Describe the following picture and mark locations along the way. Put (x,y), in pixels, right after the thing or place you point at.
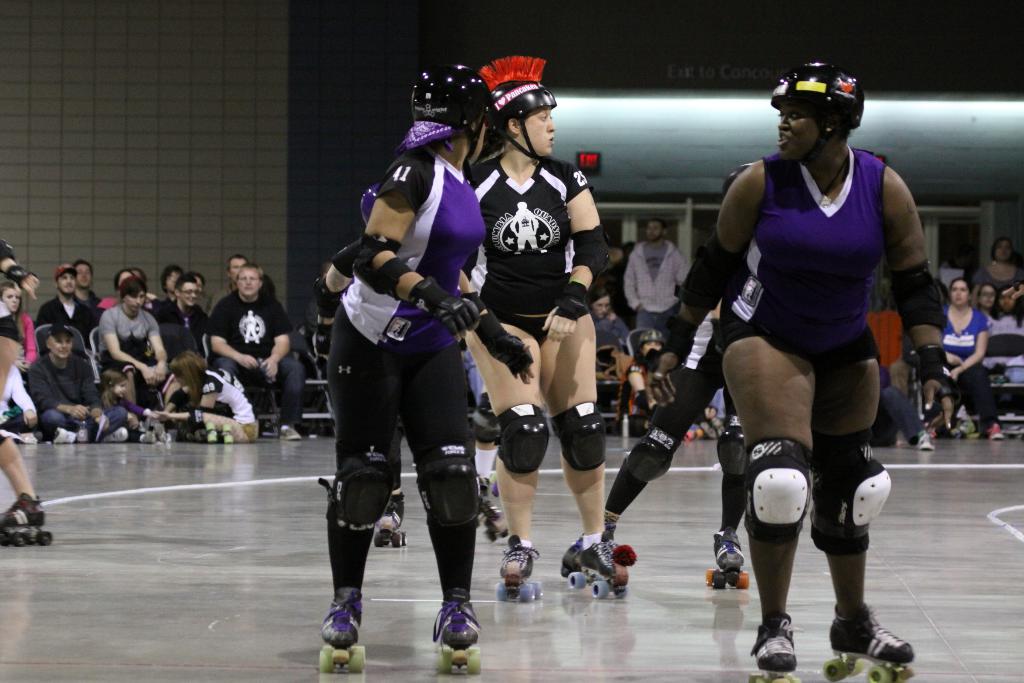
In this image I can see some people (888,661) are skating on the floor (732,619). In the background (189,351), I can see some people (956,349) are sitting. I can see the wall (191,81) with some text (738,73) written on it.
